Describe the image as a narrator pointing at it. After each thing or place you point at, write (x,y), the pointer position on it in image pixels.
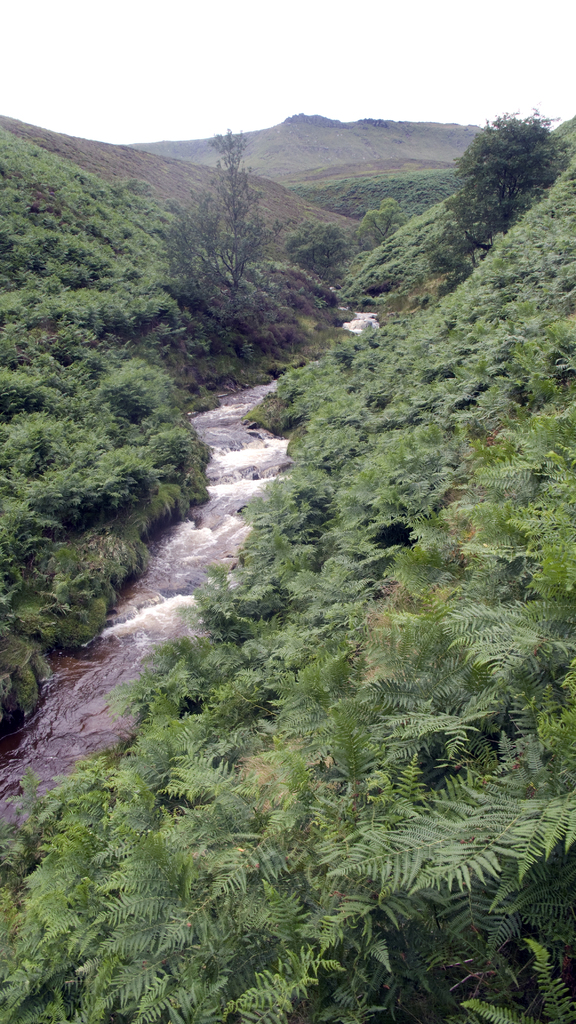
This picture is taken from outside of the city. In this image, on the right side (574,276), we can see some plants (357,777) and trees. On the left side (71,181), we can see some plants (71,192) and trees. In the middle of the image (194,510), we can see a water (212,510) on the stream (228,453). In the background (292,346), we can see some trees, plants (129,291), rocks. At the top (318,40), we can see a sky (422,56).
